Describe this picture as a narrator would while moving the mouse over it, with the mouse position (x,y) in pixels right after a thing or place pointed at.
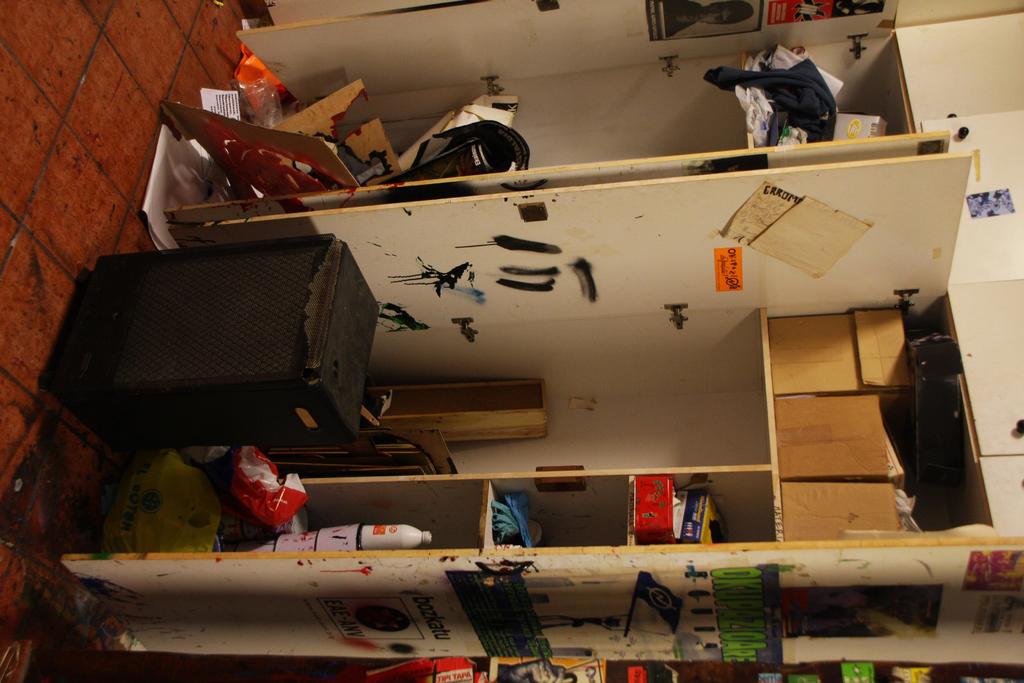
In this image there is a rack (745,505) and we can see things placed in the rack (936,577). There are boxes (834,529). At the bottom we can see a speaker (149,359). There are posters (679,18) pasted on the wall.
